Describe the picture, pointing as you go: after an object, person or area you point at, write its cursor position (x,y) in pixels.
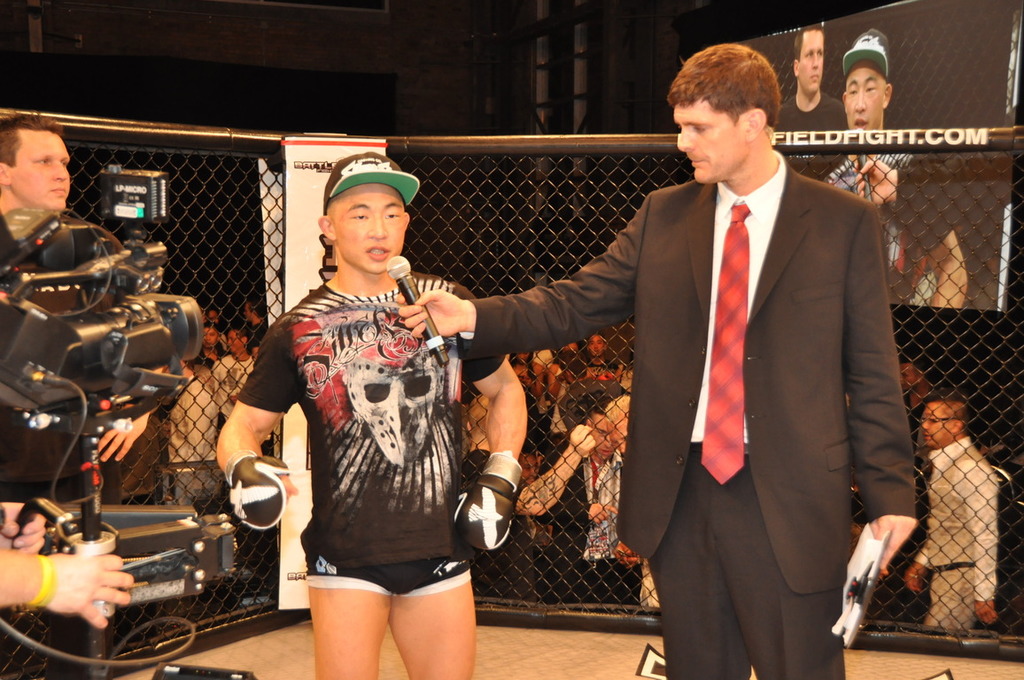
In this picture we can see some people (40,197), camera (141,298), cap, gloves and a man (596,323) wore a blazer (608,293), tie (741,250) and holding a mic (425,328) with his hand (403,311) and in the background (594,452) we can see a group of people (181,451), fence (504,249), screen (890,185), wall (461,113) and some objects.
